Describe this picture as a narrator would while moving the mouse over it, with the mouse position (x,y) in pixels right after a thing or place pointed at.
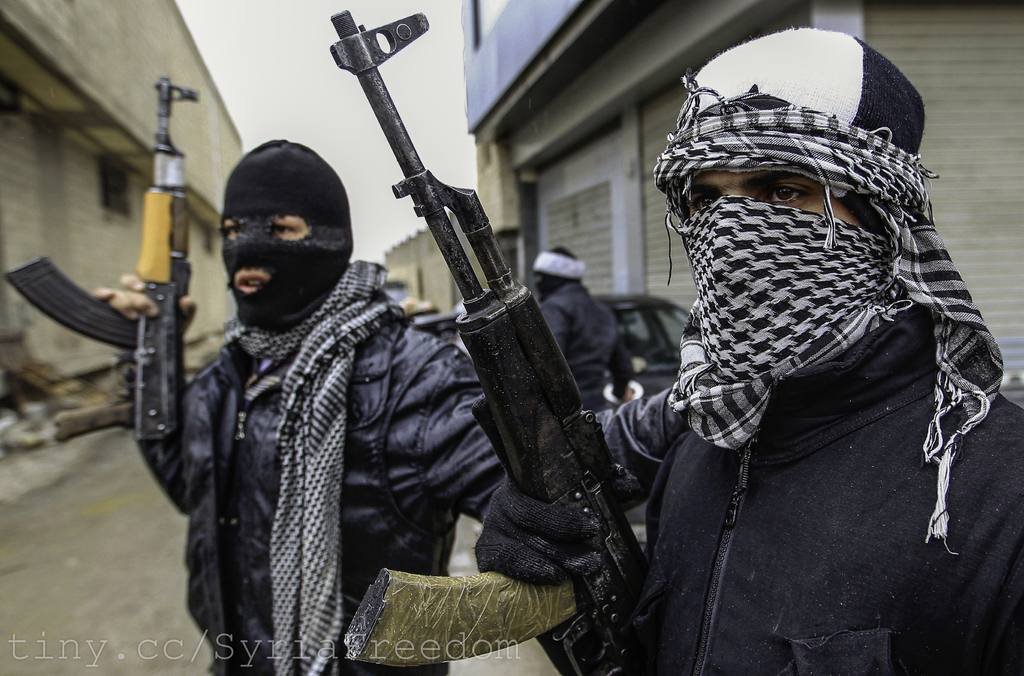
In this picture we can see group of people (573,339), they wore masks (247,229), and few people (235,237) holding guns (490,276), in the background (655,330) we can see a vehicle (645,340) and few buildings (650,236), at the left bottom of the image (185,655) we can see a watermark (330,637).
